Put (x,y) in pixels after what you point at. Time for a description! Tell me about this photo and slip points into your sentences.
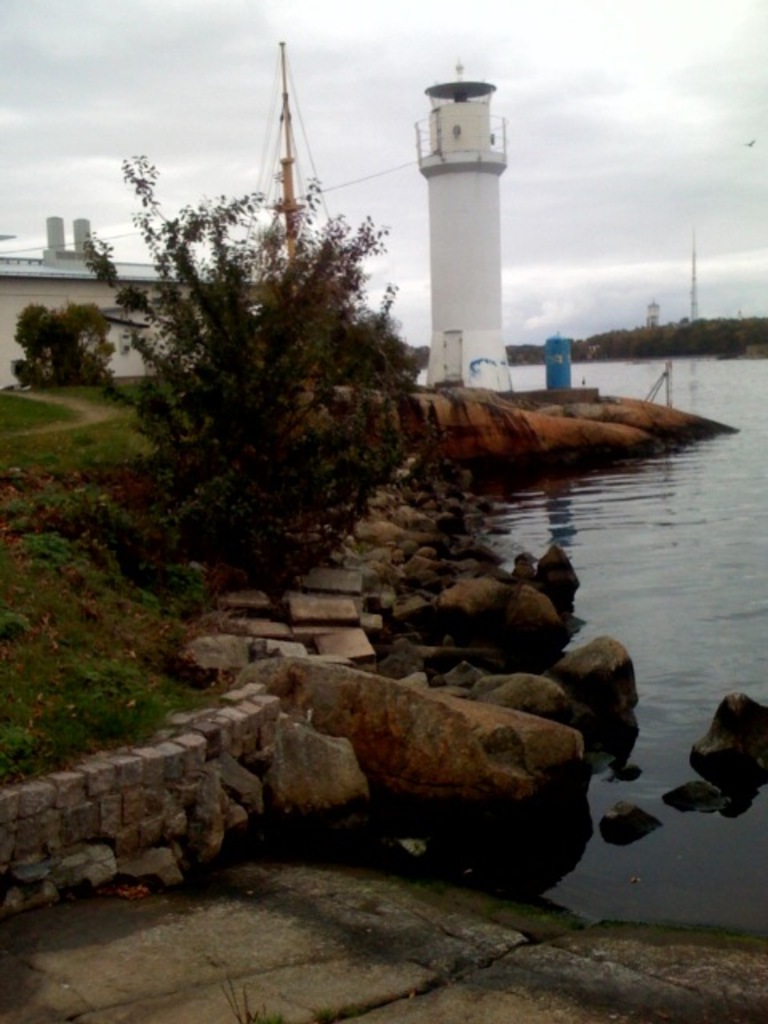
In front of the image there are rocks (275,682), grass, plants (96,341), a factory (125,287) and a metal structure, in front of the metal structure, there is a lighthouse (496,350), a lake (537,383), on the other side of the lake (648,366) there are trees (647,345) and two towers (656,319), at the top of the image (638,281) there are clouds (164,147) in the sky (195,131).
